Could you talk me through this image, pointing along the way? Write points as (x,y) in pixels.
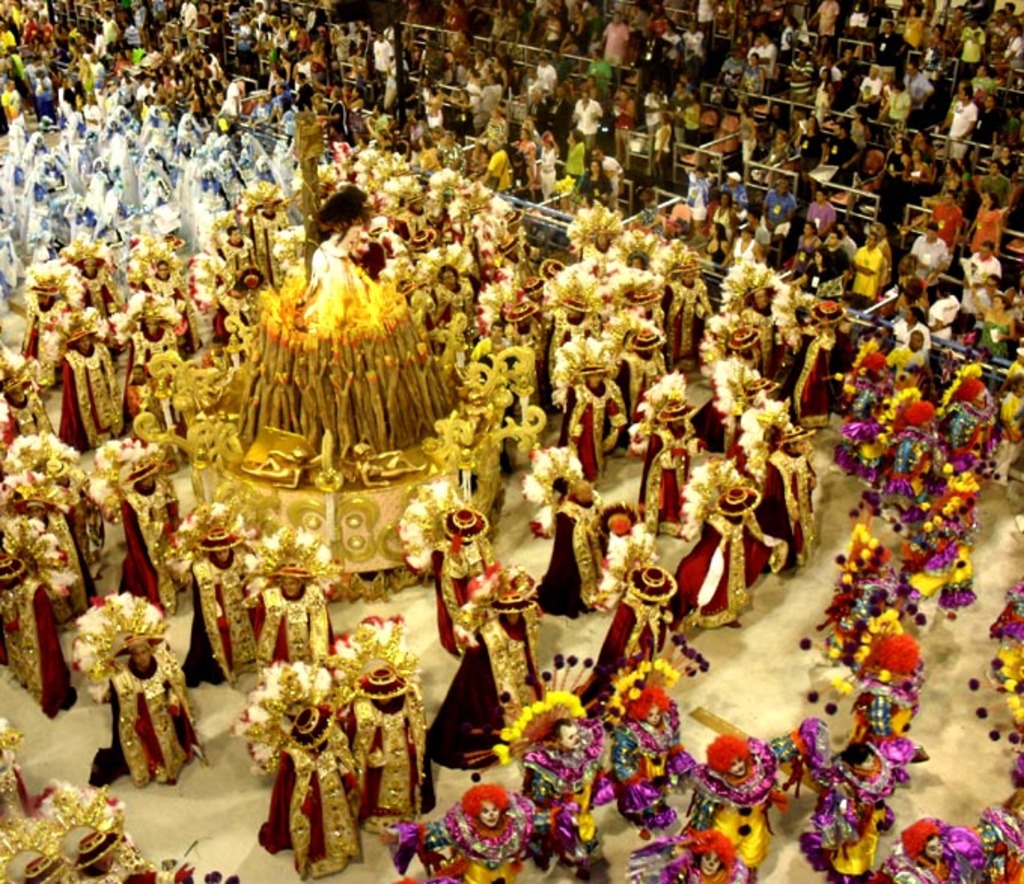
In this picture we can see a group of people (567,551) on the ground (508,531) and they are wearing costumes (693,519) and in the background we can see a group of people (653,128).
